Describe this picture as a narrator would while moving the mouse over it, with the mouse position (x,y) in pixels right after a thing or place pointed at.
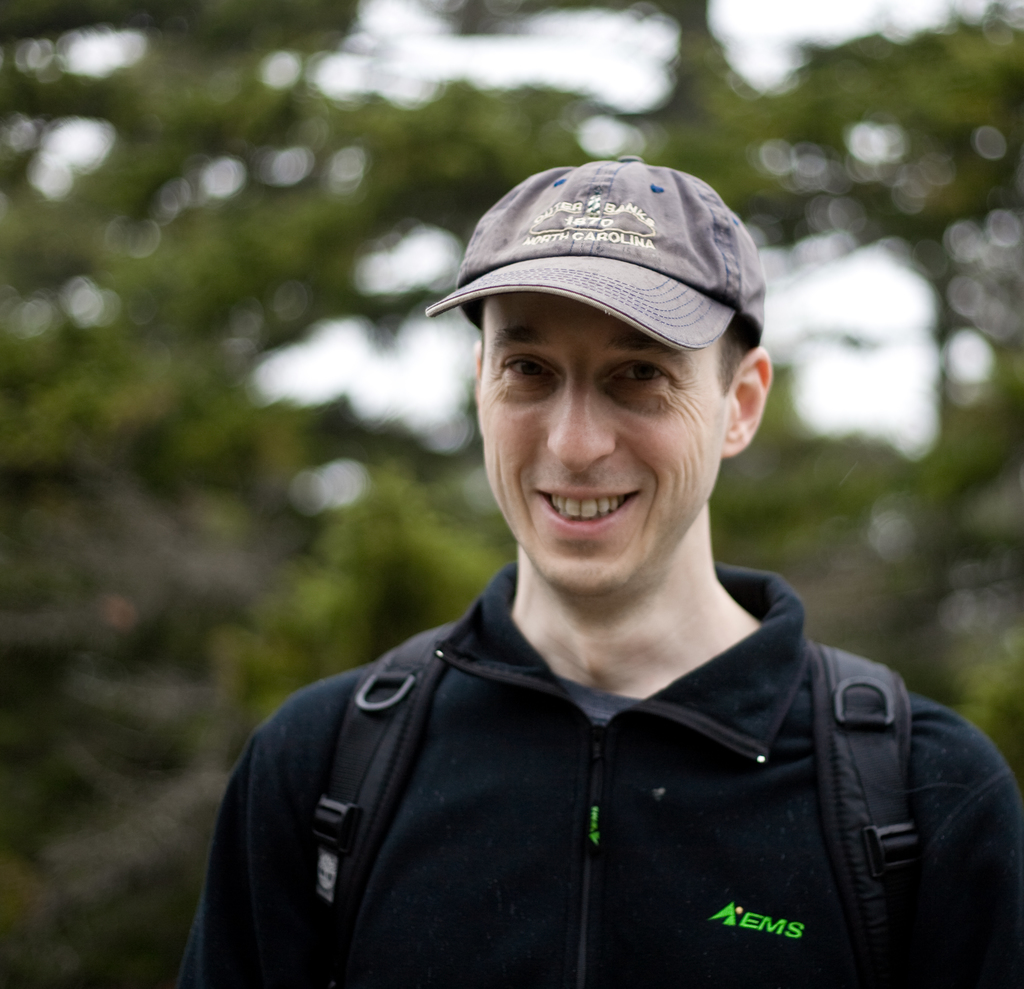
There is a person (729,730) in black color jacket (635,741), wearing a bag (876,738) and cap (741,312), smiling and standing. And the background (925,151) is blurred.
